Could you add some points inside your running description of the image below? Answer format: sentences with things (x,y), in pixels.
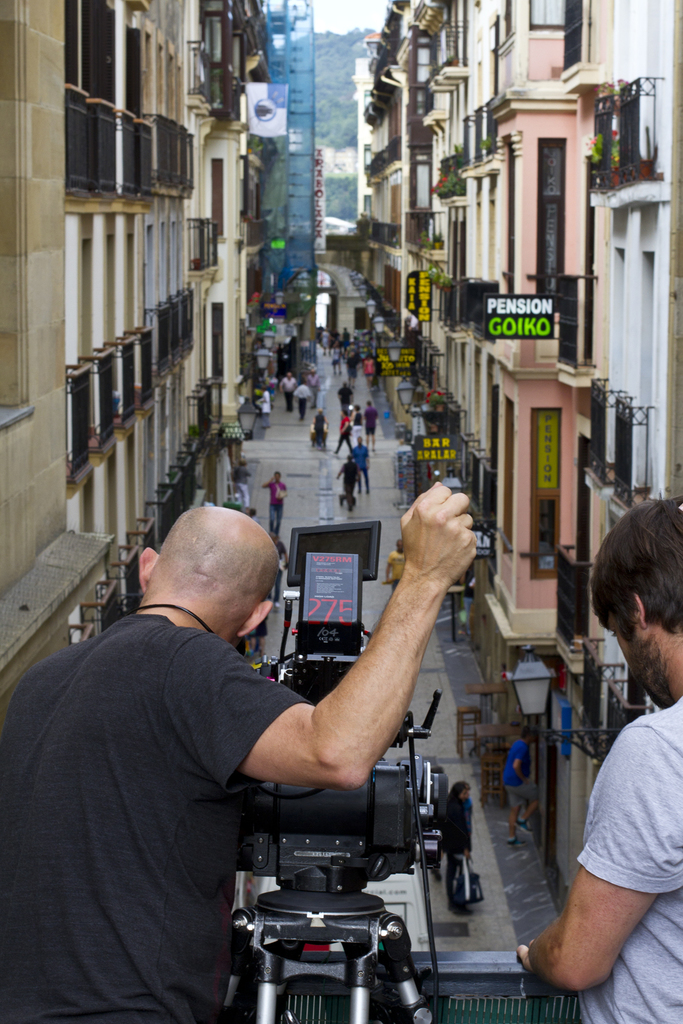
In this image there is a person (216,823) wearing black color T-shirt (188,798) holding a camera (316,816) in his hand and at the background of the image (344,386) there are persons (343,389) walking and there are buildings (370,202).
